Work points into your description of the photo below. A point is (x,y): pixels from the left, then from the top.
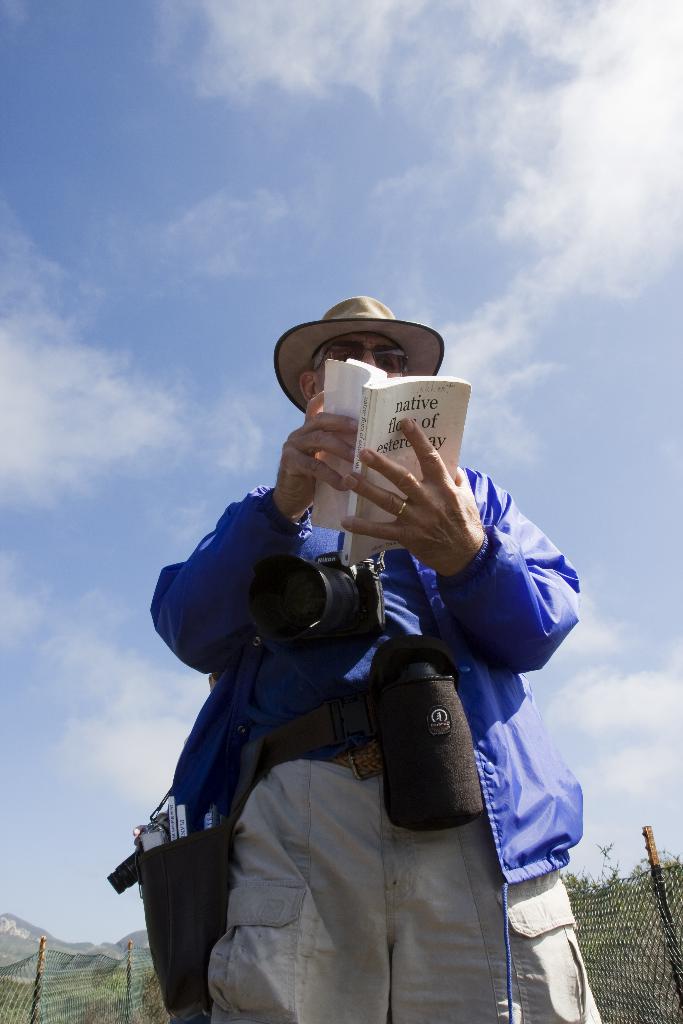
In the middle of this image (340,665), there is a person (345,667) in a blue color jacket (233,510), holding a book (391,485) with both hands (371,497) and watching it and standing. In the background (624,934), there is a fence (34,968) and there are mountains (18,923) on the ground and there are clouds (631,701) in the blue sky (222,174).
